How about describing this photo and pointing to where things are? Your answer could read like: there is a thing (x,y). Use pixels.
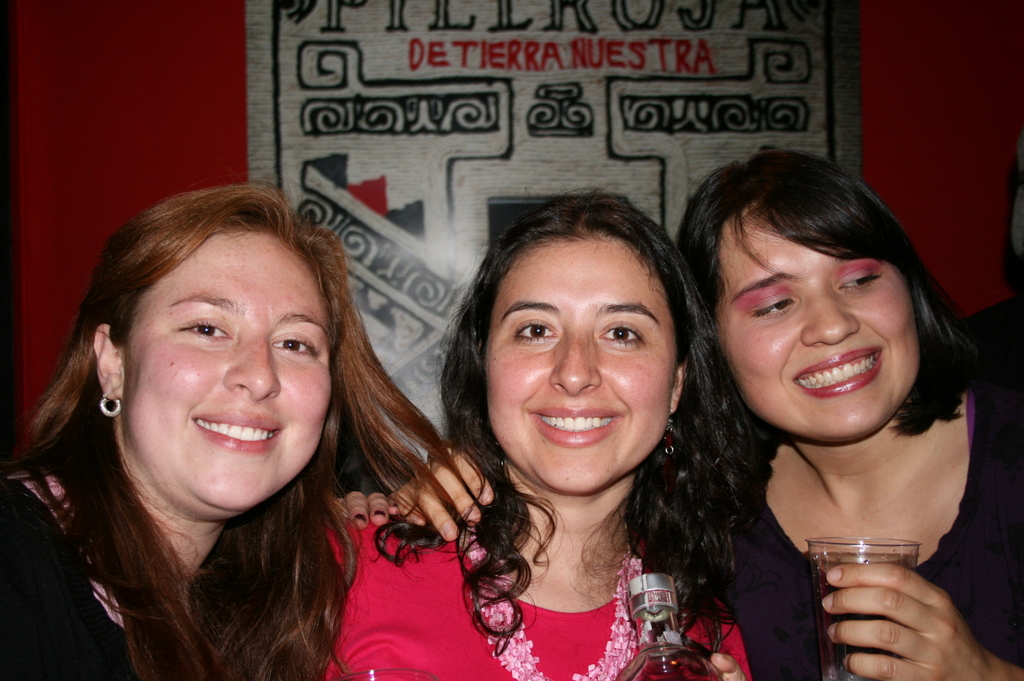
In this image we can see three ladies (738,422). Lady (768,429) on the right (826,430) is holding a glass (823,541). Also we can see a bottle (680,642) at the bottom (676,649). In the background (300,122) there is a wall (179,100) with a banner (654,70). On the banner (536,49) we can see text (509,54) and some designs (469,116).
